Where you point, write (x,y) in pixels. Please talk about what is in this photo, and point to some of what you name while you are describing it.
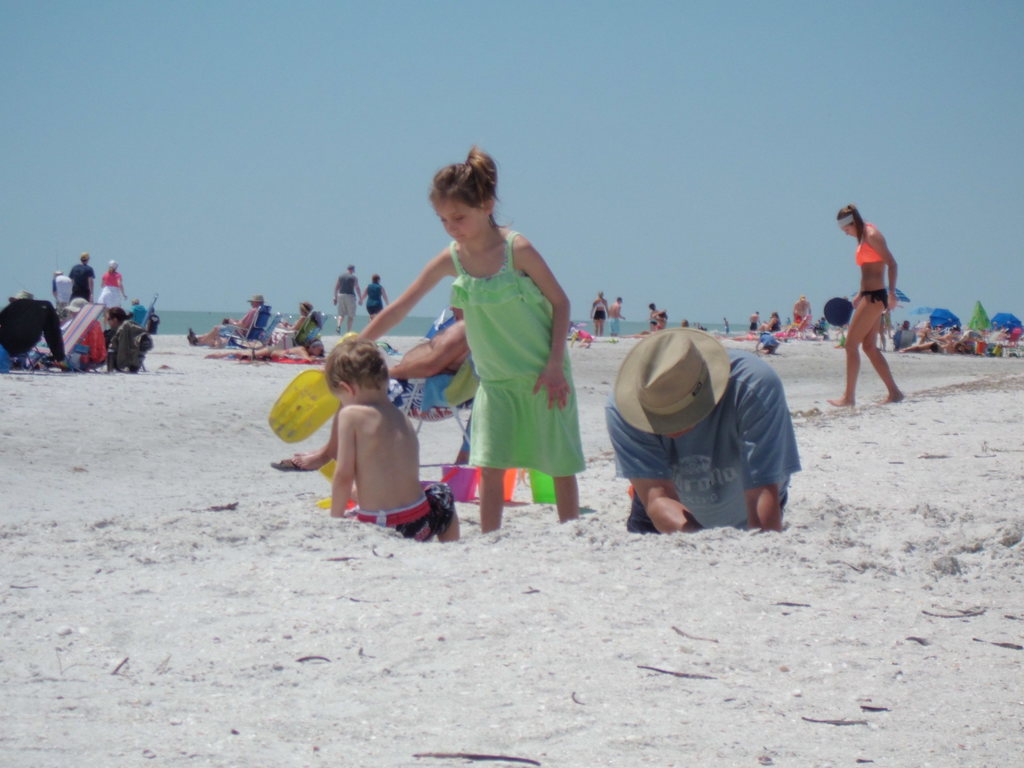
In the foreground (789,489) we can see a man (689,437). He is wearing a T-shirt (752,446) and here we can see a hat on his head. Here we can see a girl (502,429). Here we can see a person (460,318) sitting on the chair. Here we can see the buckets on the sand (950,394). Here we can see a woman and she is on the right side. In the background (373,307), we can see a few people (62,278) on the side of the beach (950,408). This is a sky (789,210).
